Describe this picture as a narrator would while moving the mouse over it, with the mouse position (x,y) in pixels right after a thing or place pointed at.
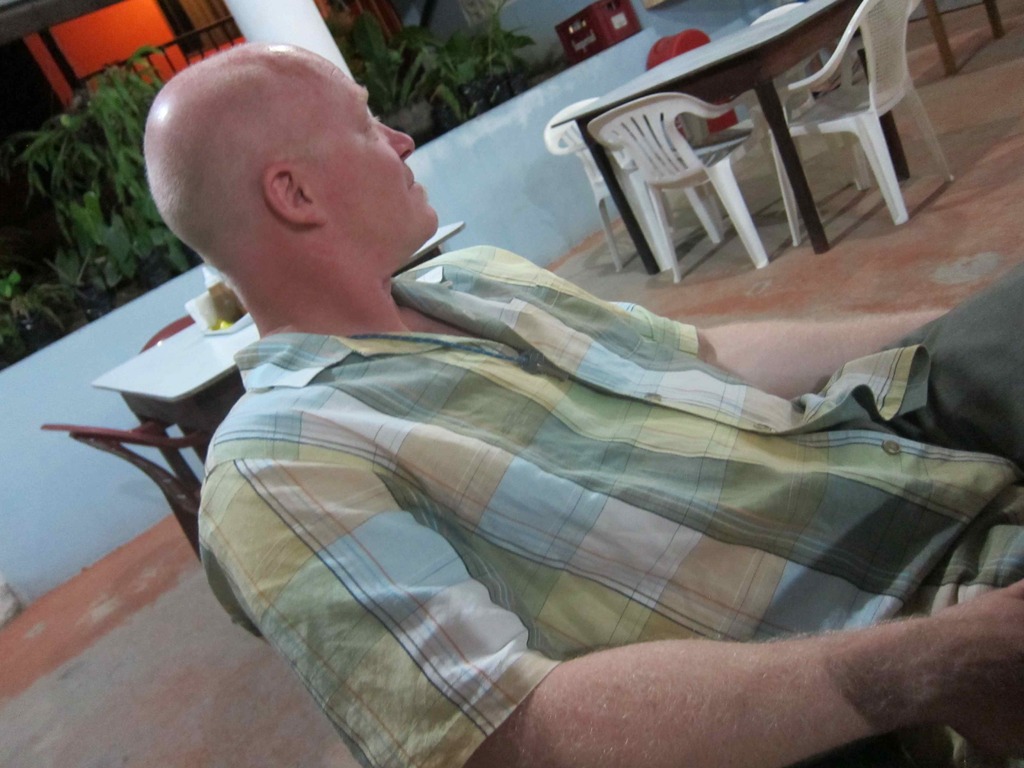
In this image we can see a man (496,542) sitting. In the background (750,236) there are tables (215,356) and chairs (873,161). We can see plants (134,138) and a wall (486,157).
